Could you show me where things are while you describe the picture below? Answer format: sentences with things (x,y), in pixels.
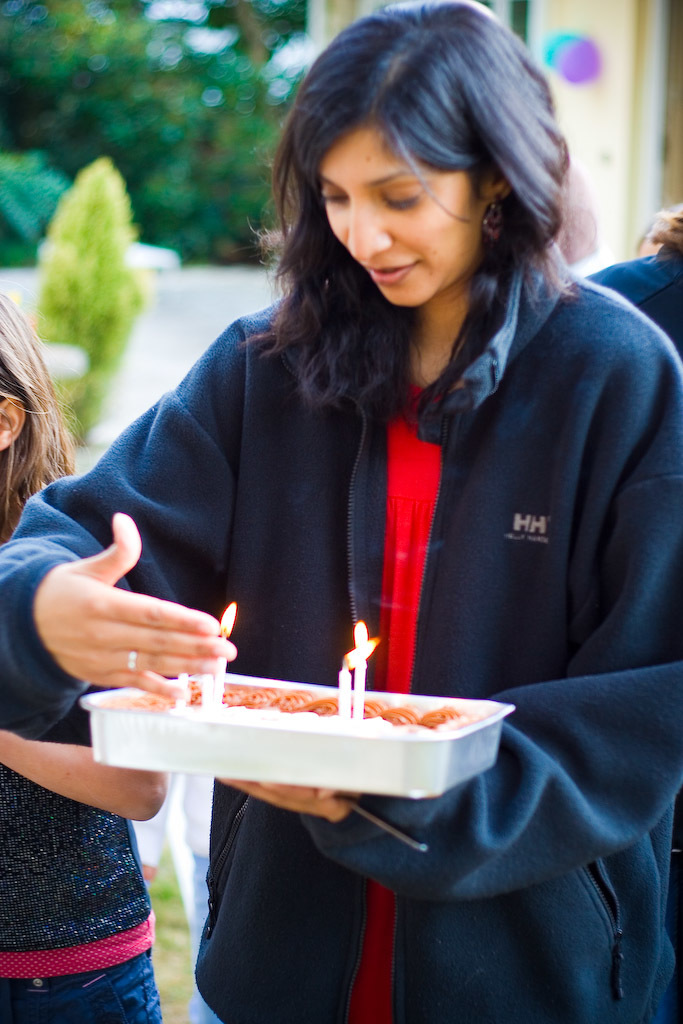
There is a woman (302,868) standing and holding container (283,768) and we can see candles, behind this woman (409,423) we can see persons (12,488).
